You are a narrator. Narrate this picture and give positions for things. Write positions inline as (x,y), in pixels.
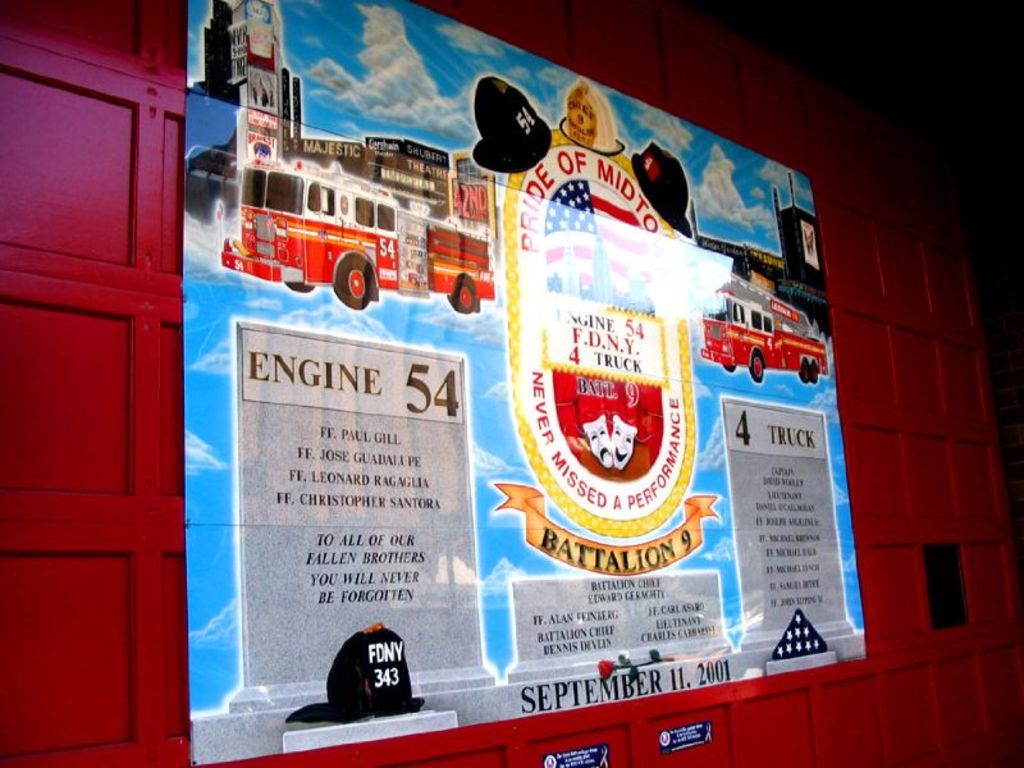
In this image I can see a poster (648,433) on the wall (20,556).
